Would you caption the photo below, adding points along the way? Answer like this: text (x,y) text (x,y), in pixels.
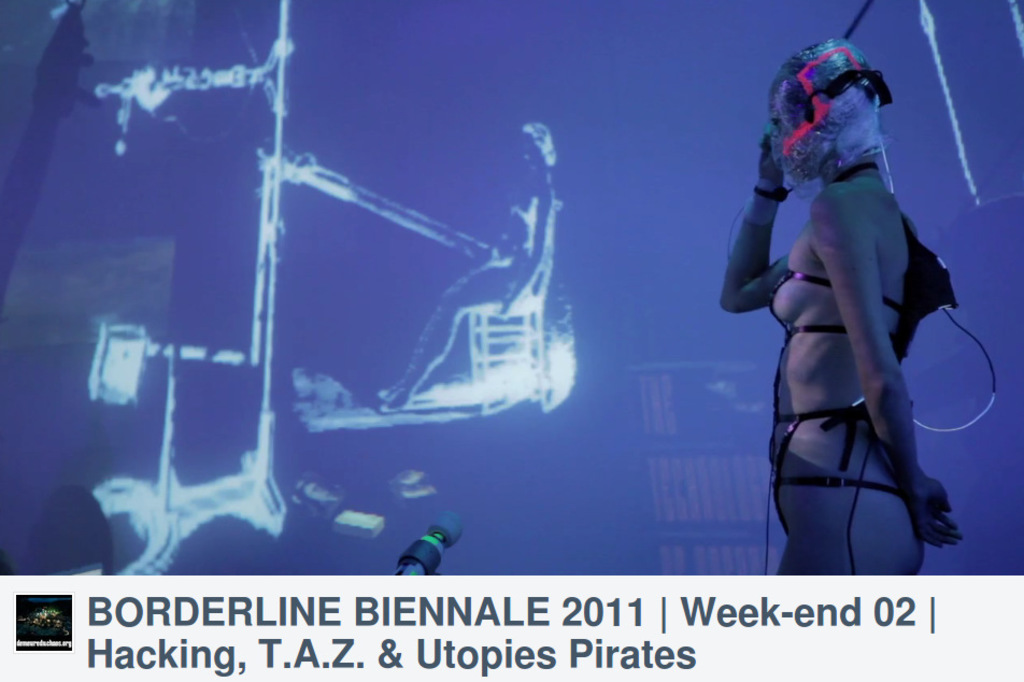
In this image there is one person (862,393) standing on the right side of this image (858,422) and there is a screen (452,323) in the background (475,244). There is a Mic (413,546) in the bottom of this image, and there is some text (403,610) written in the bottom side (450,603) to this Mic (408,562).
